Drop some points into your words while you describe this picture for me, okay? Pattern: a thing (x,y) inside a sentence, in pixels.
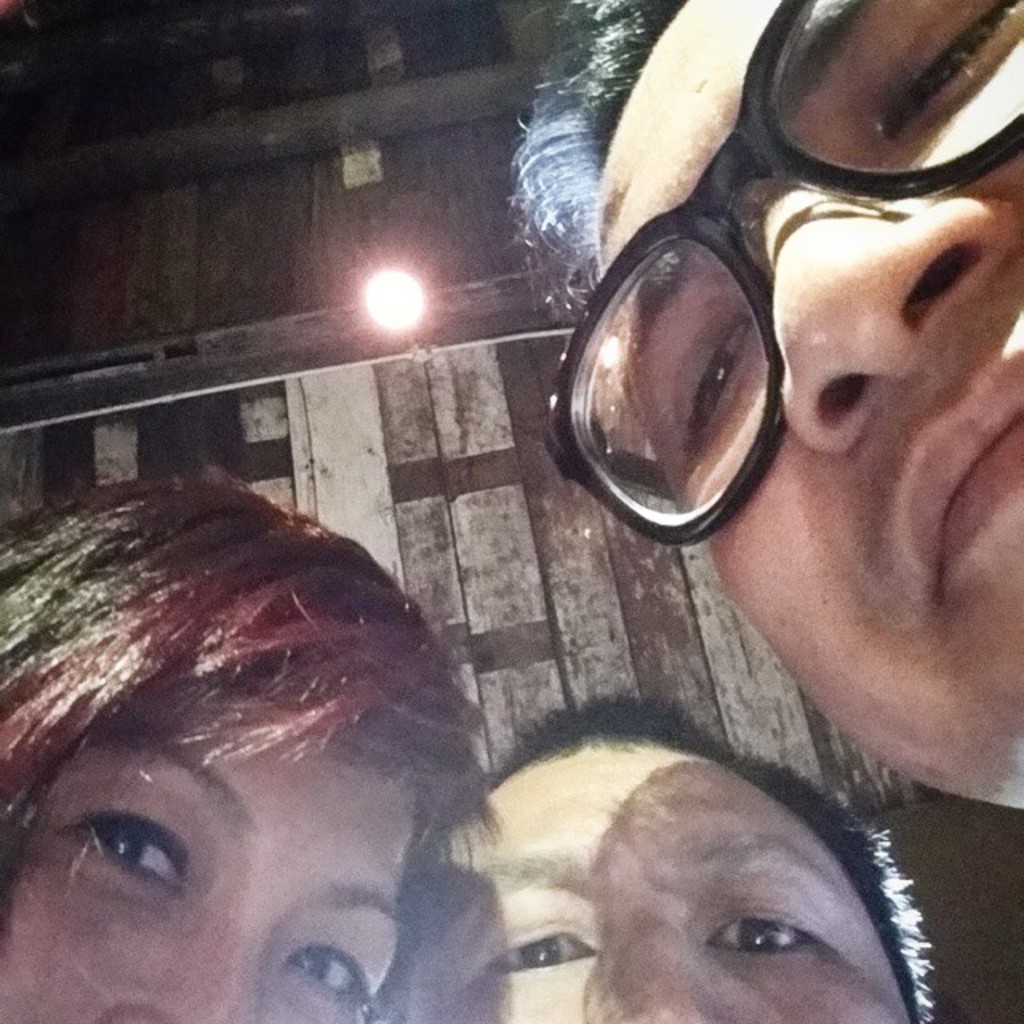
In this image we can see three people (641,854). Above the people (636,220) we can see wall (282,133) and an electric light (381,319).
